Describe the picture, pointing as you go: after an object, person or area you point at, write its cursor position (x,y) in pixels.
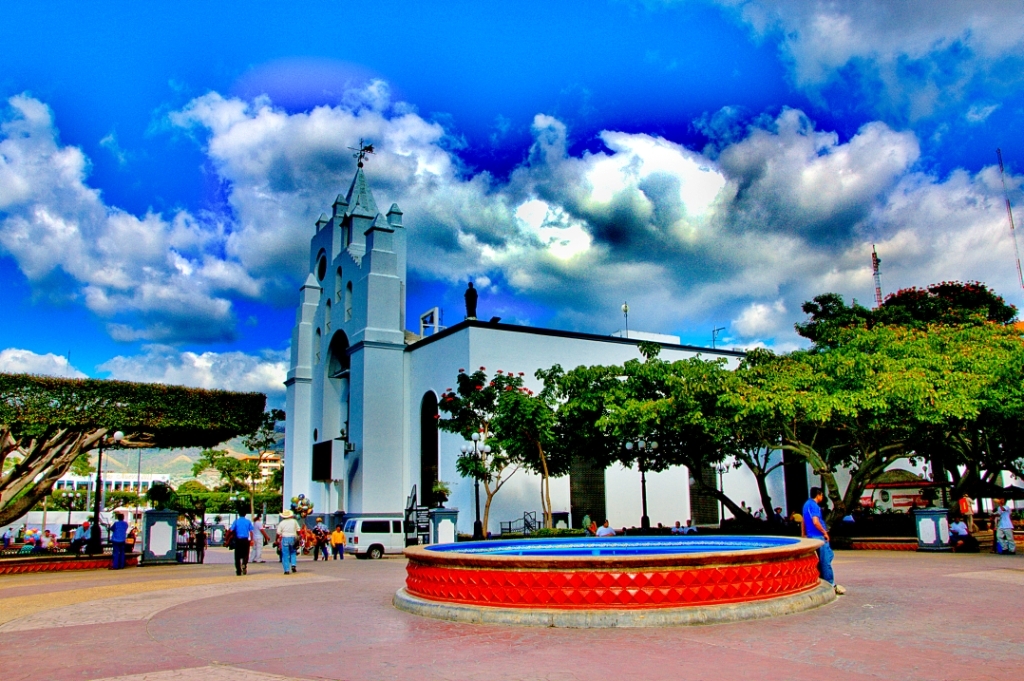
In this image we can see an edited picture. In the picture we can see sky (564,130) with clouds (732,301), buildings (523,347), trees (740,371), poles (68,496), motor vehicles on the ground (837,552) and people (829,542) standing on the floor (396,613).
